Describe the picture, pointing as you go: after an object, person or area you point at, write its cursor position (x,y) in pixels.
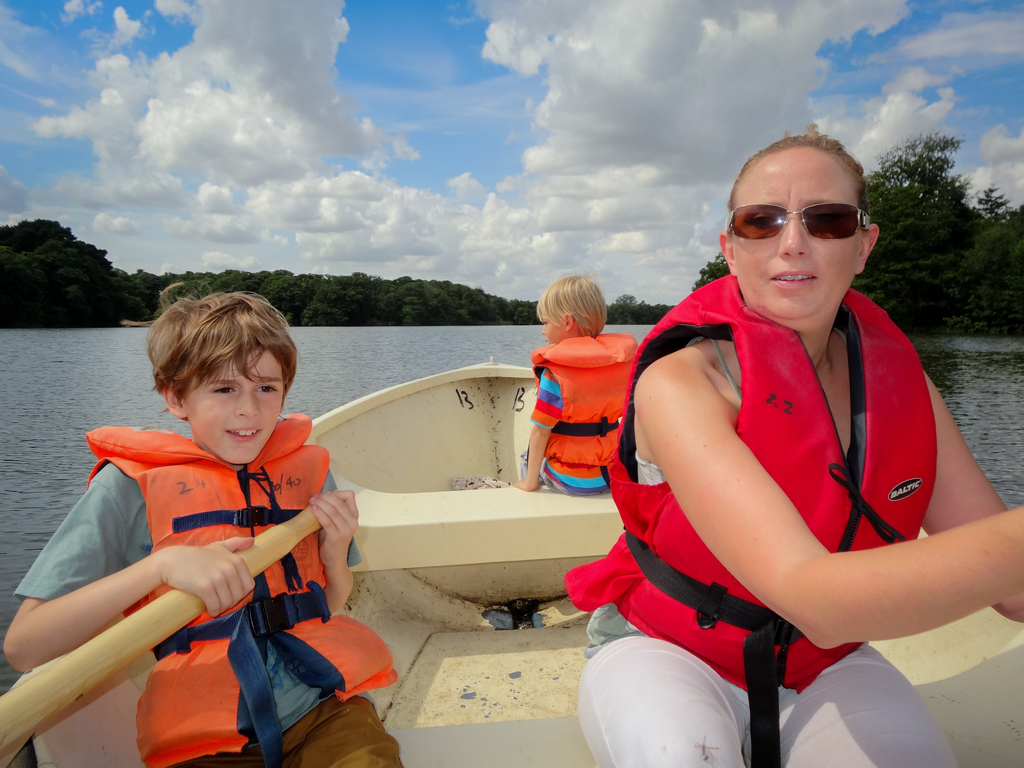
In the center of the image (562,494) we can see one boat (471,557) on the water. In the boat (526,746), we can see three persons (590,592) are sitting and they are wearing jackets (613,571). Among them, we can see one boy (241,577) is holding a paddle (111,639) and the other person (797,521) is wearing sunglasses (806,217). In the background (567,88) we can see the sky (958,134), clouds (162,141), trees (967,276), waters (615,333) and a few other object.
